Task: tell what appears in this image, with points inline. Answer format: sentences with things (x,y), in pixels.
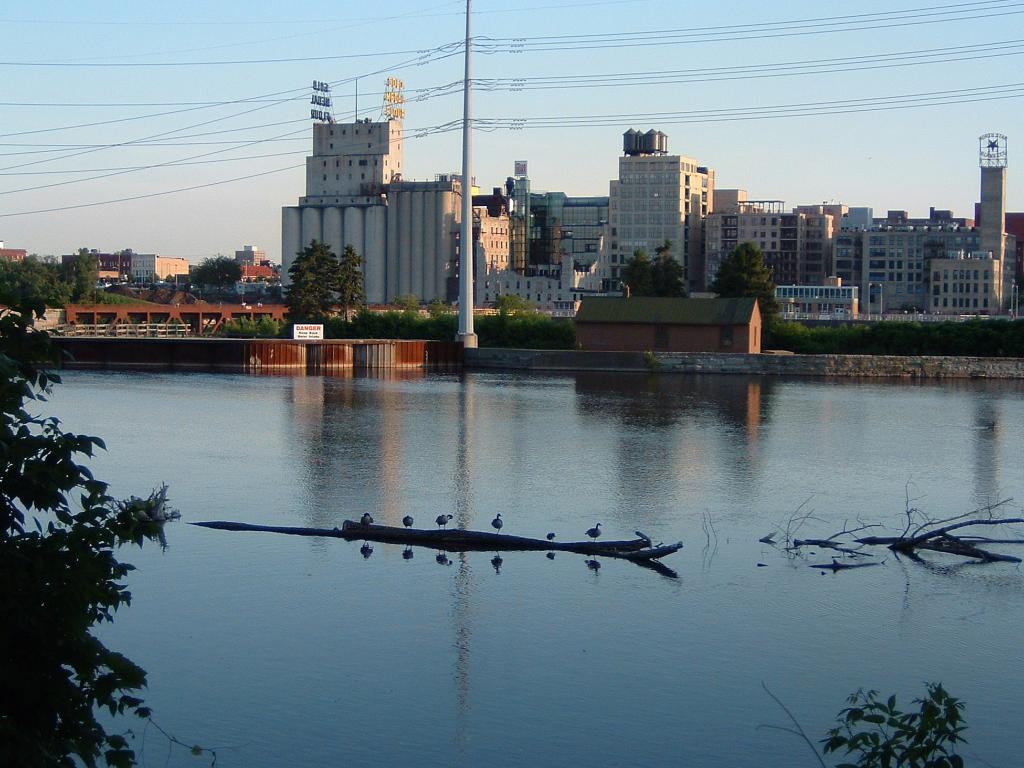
In this image there are buildings (693,276) and a shed (652,335). At the bottom (511,740) there is water (564,651) and we can see birds (440,525). There are trees (33,587) and wires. On the left (154,311) there is a bridge (151,331). In the background (117,226) there is sky (753,141).
